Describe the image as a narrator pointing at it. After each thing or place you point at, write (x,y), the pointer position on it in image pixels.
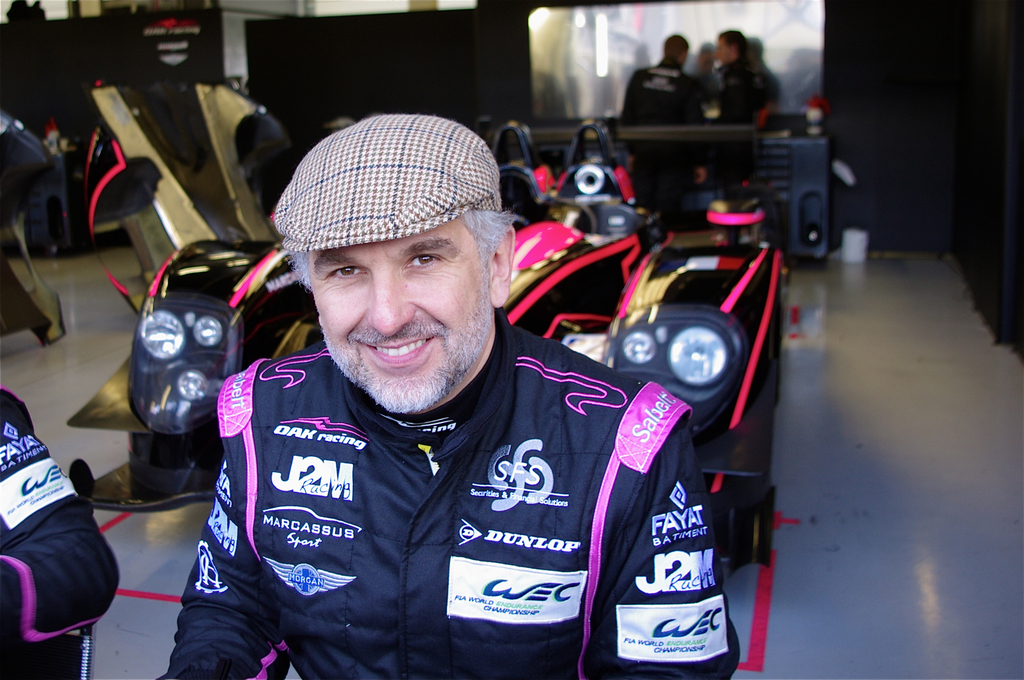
In this image I can see a person (400,517) wearing black, pink and white colored dress (400,517). In the background (716,364) I can see a car (674,298) which is black in color, few persons (709,159), the black colored wall (931,49) and few other objects (8,156).
